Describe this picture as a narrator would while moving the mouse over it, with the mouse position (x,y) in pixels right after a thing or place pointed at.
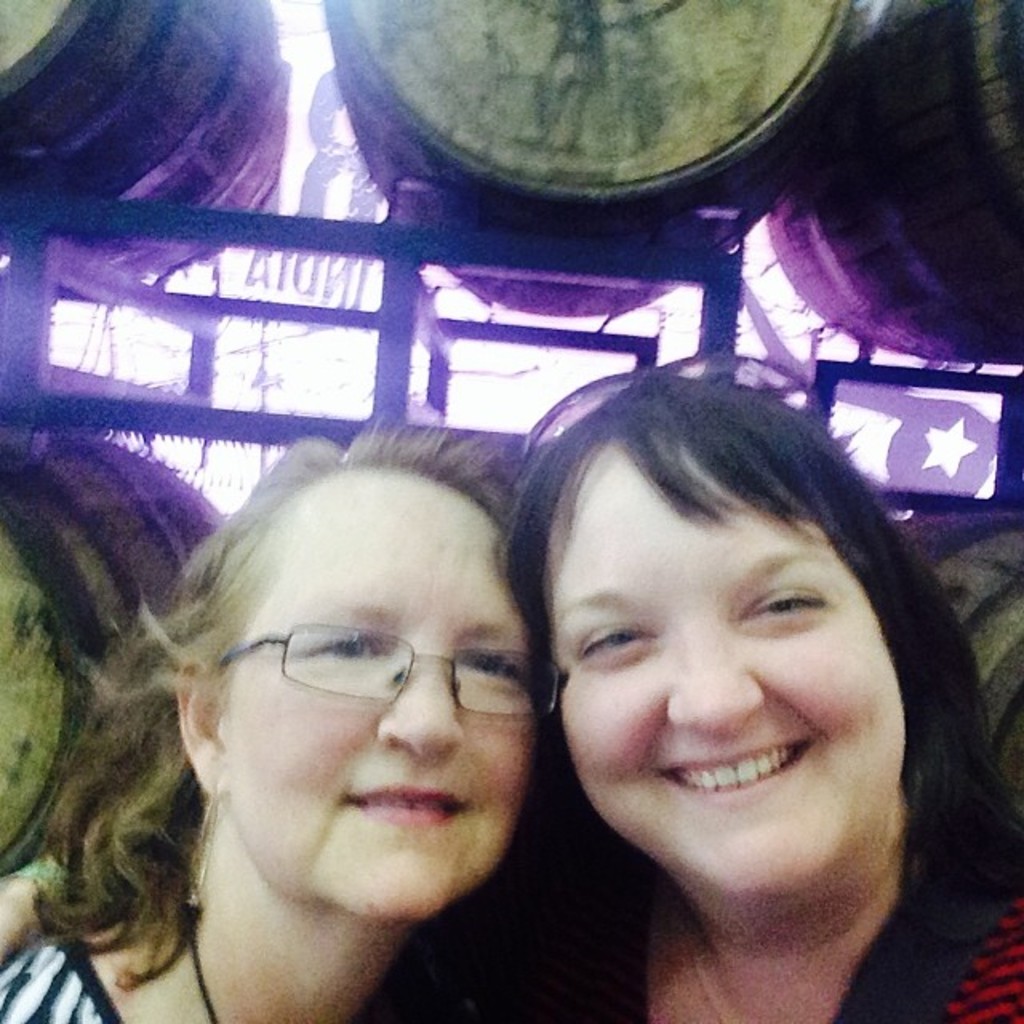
In this picture we can observe two women (576,775) smiling. One of them is wearing spectacles (238,654). Behind them we can observe barrels (420,148).
